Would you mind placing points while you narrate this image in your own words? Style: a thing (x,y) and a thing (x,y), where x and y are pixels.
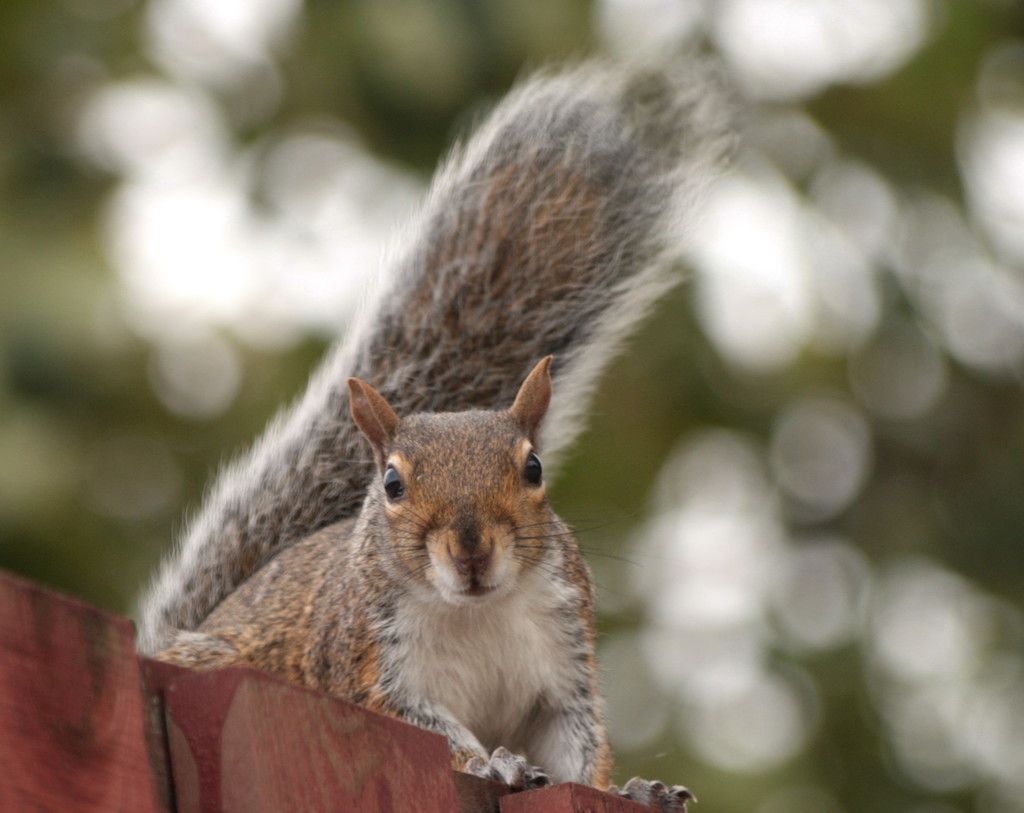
In this picture we can see squirrel (289,660) on the wooden platform (228,704). In the background of the image (783,352) it is blurry.
